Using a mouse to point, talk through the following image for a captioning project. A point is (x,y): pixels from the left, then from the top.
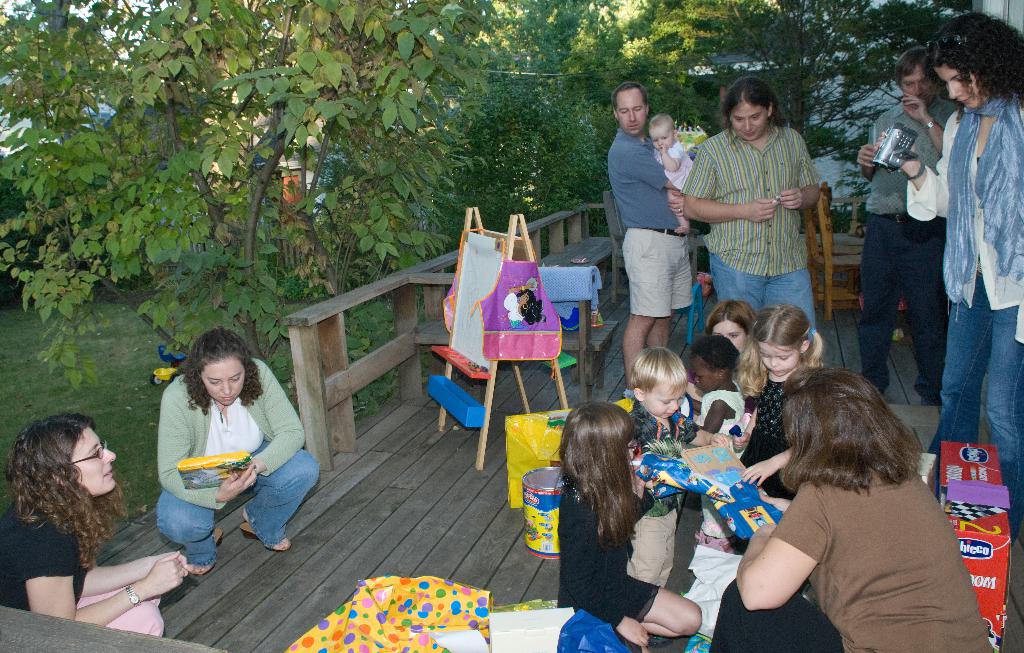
There are group of kids (620,437) unwrapping a present (701,458) and around them there are many people (830,495), they are watching the kids (633,528) and one of the woman (970,182) is taking the video of the kids (612,485). The kids (634,477) are sitting on a wooden floor (391,458) and beside the wooden floor (373,440) there are many trees (105,236) and a garden (146,349).
